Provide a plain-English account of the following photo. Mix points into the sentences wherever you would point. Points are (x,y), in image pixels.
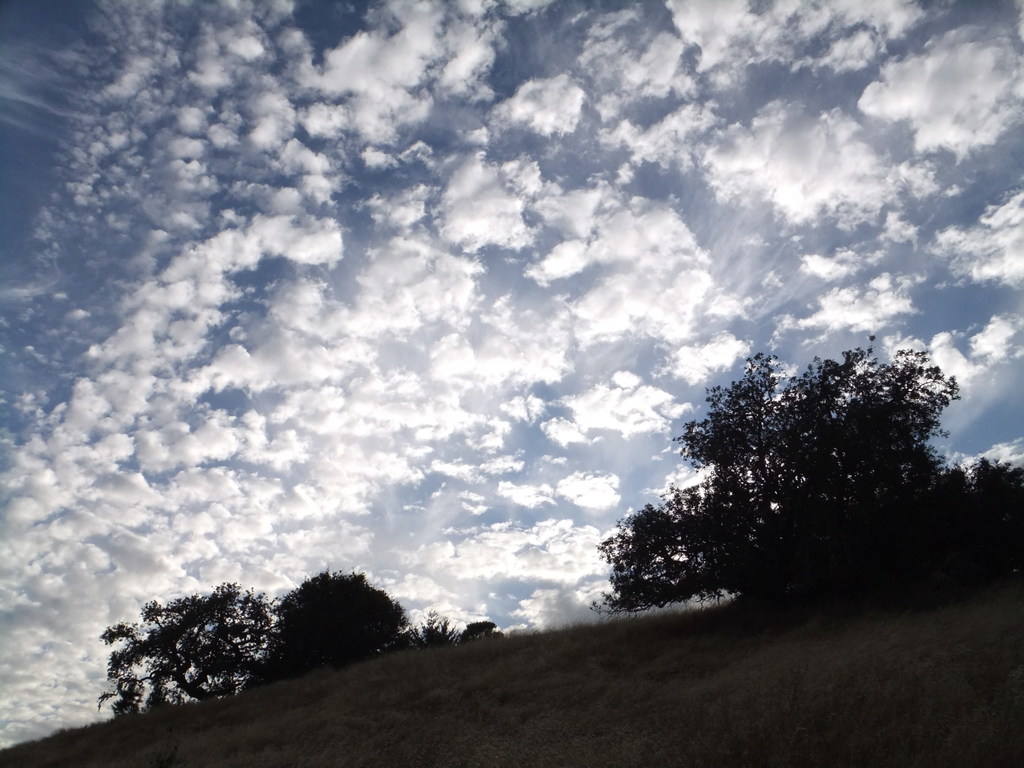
At the bottom of the image (426,684) there is grass (641,652) on the ground (381,667). And also there are trees (208,660). At the top of the image (684,44) there is sky (571,368) with clouds (267,490).
